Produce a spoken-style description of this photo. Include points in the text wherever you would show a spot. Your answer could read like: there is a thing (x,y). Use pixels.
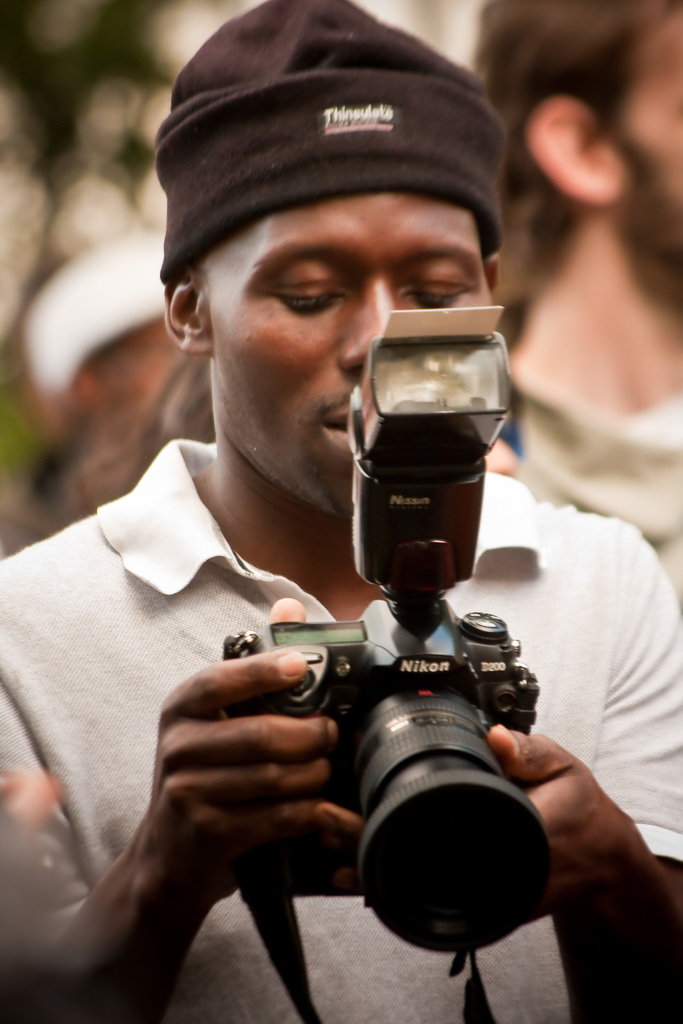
Here in this picture you can see man (243,492) with white t-shirt (218,636) is holding a camera (372,742) in his hands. He is having a cap (346,106) on his head (359,146).
